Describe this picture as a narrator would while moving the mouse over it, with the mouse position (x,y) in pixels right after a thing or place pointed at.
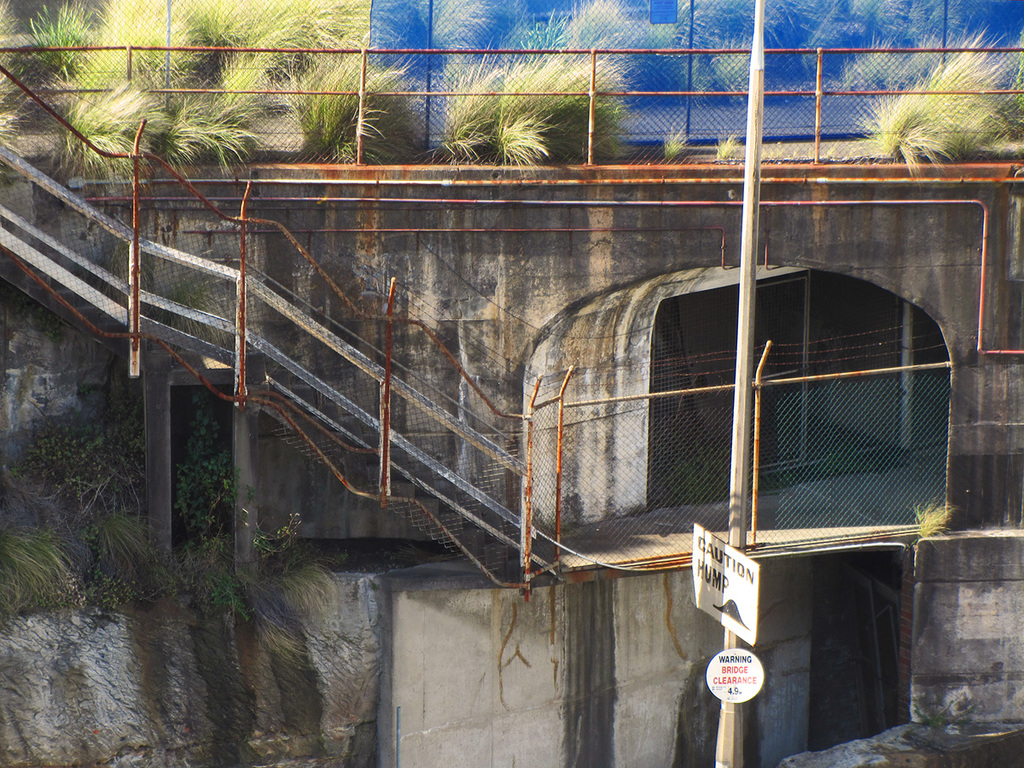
In this image I can see a pole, few boards (746,622), fencing (664,138), railings (12,160), bushes (300,6) and on these boards (714,674) I can see something is written.
